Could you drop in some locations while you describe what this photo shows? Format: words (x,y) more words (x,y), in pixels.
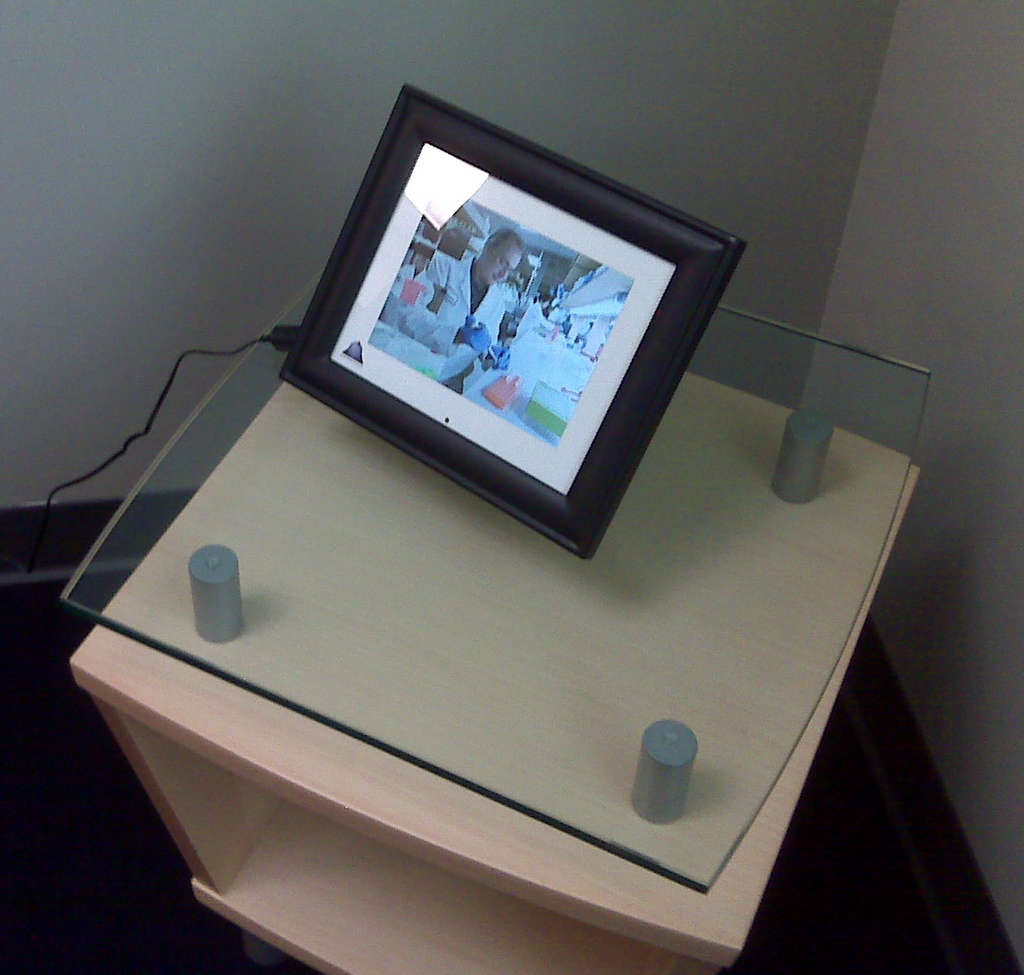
This image consists of a table (608,593). On that there is a photo frame (552,342). In that there is a photo (437,334) of a man (509,270). There is a wire (251,345) on the left side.
